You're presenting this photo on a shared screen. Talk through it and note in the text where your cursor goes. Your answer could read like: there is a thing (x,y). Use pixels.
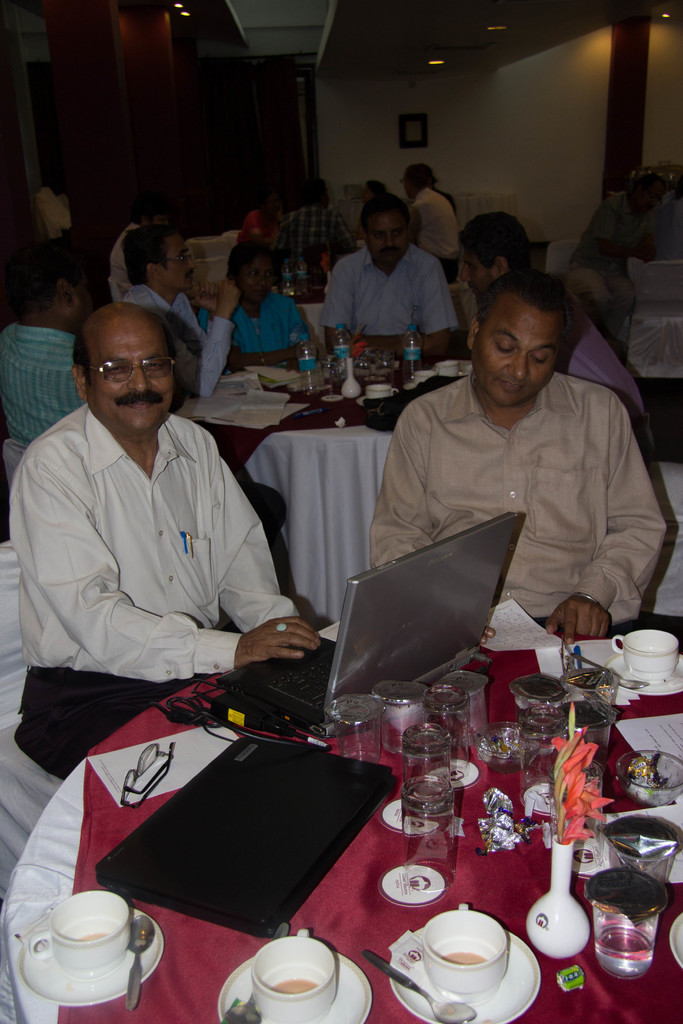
This picture shows a two men (136,571) sitting around a table (250,698) placing a laptop (391,627) in front of them on the table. There are some cups (289,971), spoons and glasses (430,840) on the table (471,808). In the background (408,309) there are some people (237,273) sitting around the same tables (246,447). There is a pillar (108,126) and a wall (459,129) here.
